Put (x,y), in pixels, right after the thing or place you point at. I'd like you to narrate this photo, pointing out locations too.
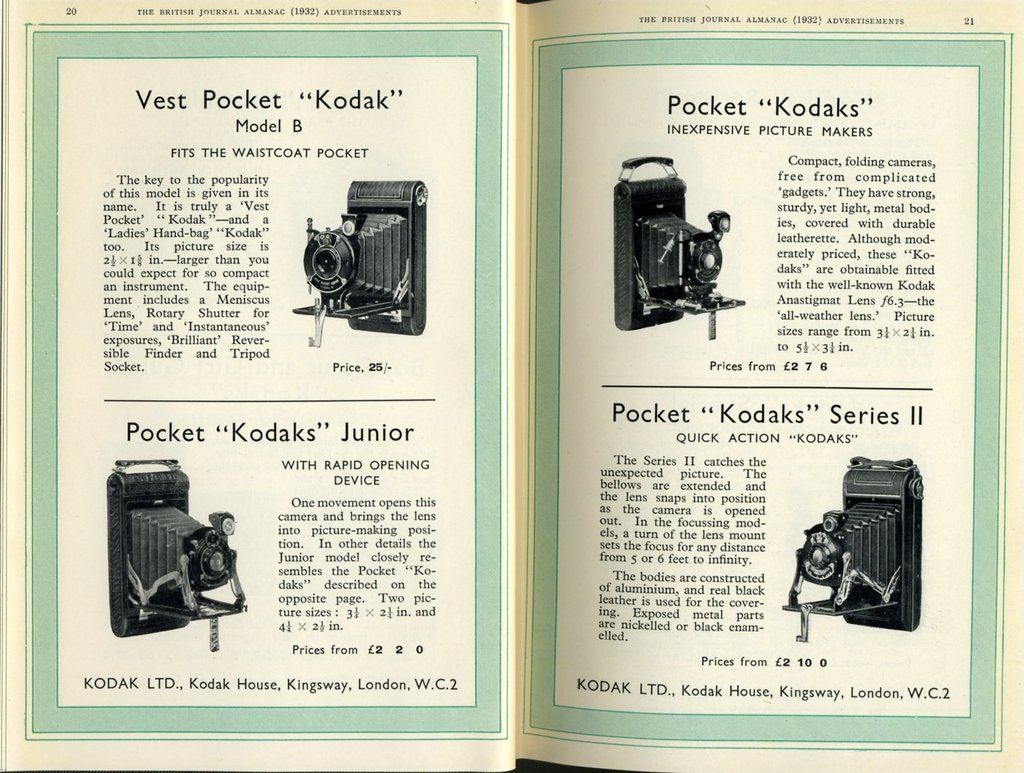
This is a book (227,341). In this picture we can see the cameras (240,586) and text (172,341).
